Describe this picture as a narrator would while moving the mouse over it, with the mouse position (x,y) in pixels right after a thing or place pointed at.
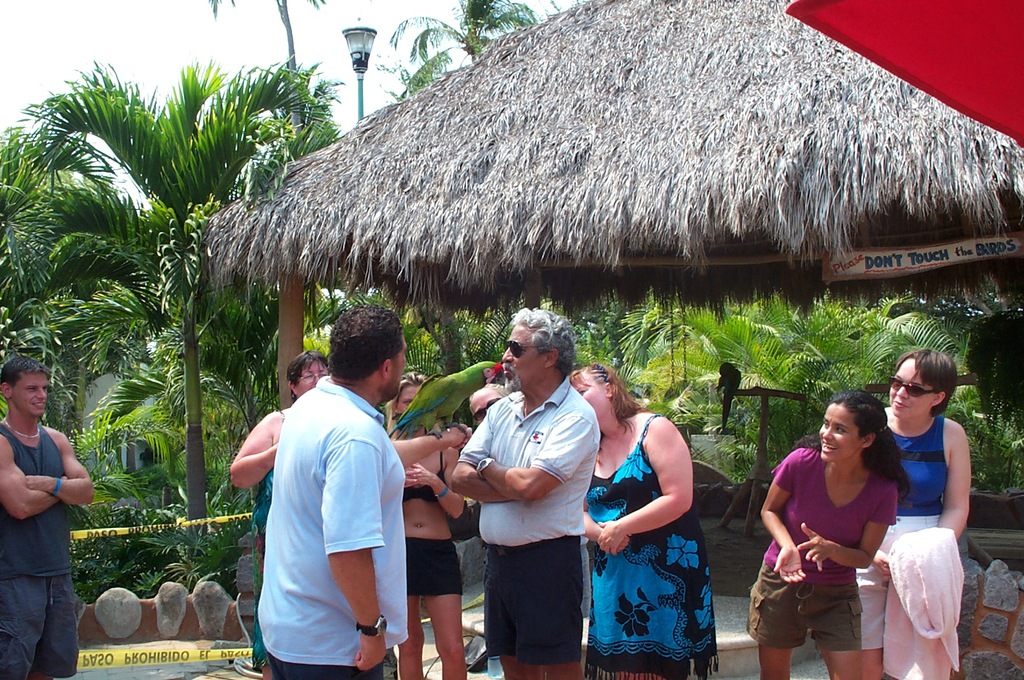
In this image there are a few people (294,485) standing and there is a bird (448,405) on the one of the hands (441,447) of a person (379,475), behind them there is a hut (527,77), beneath that there is a bird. In the background (269,179) there are trees (101,281), plants (918,322), lamp (368,48) and the sky (154,86).
